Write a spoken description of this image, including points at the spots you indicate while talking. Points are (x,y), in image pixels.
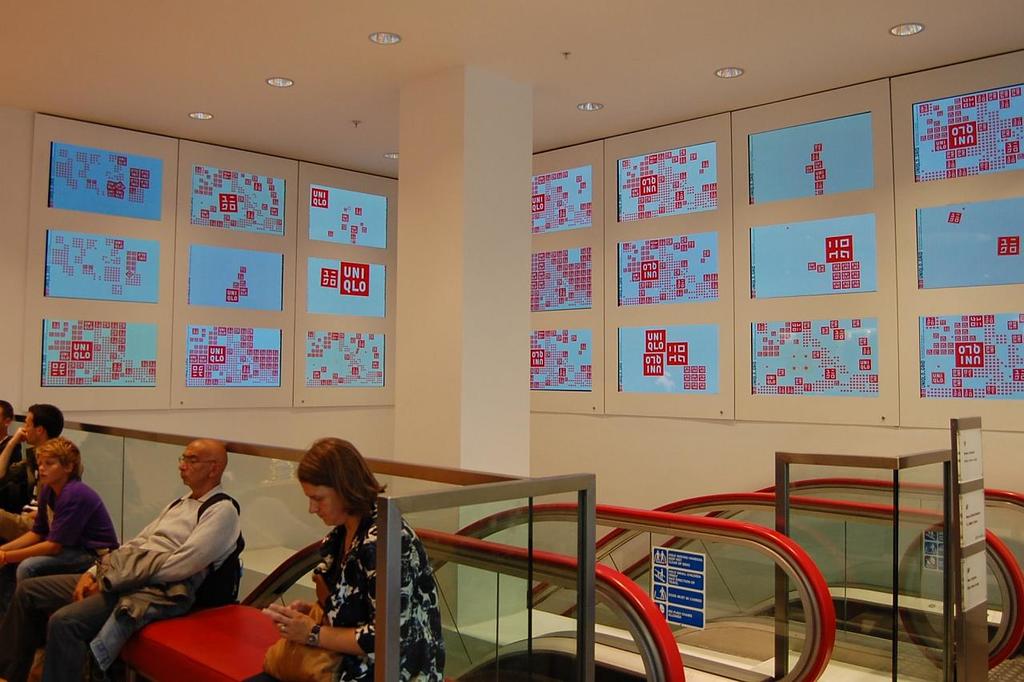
In the picture there are many people (50,572) sitting on the bench (213,623), there are escalators (762,564) present, on the wall (19,239) there are many banners (352,368) present with the text (319,354), there are lights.
